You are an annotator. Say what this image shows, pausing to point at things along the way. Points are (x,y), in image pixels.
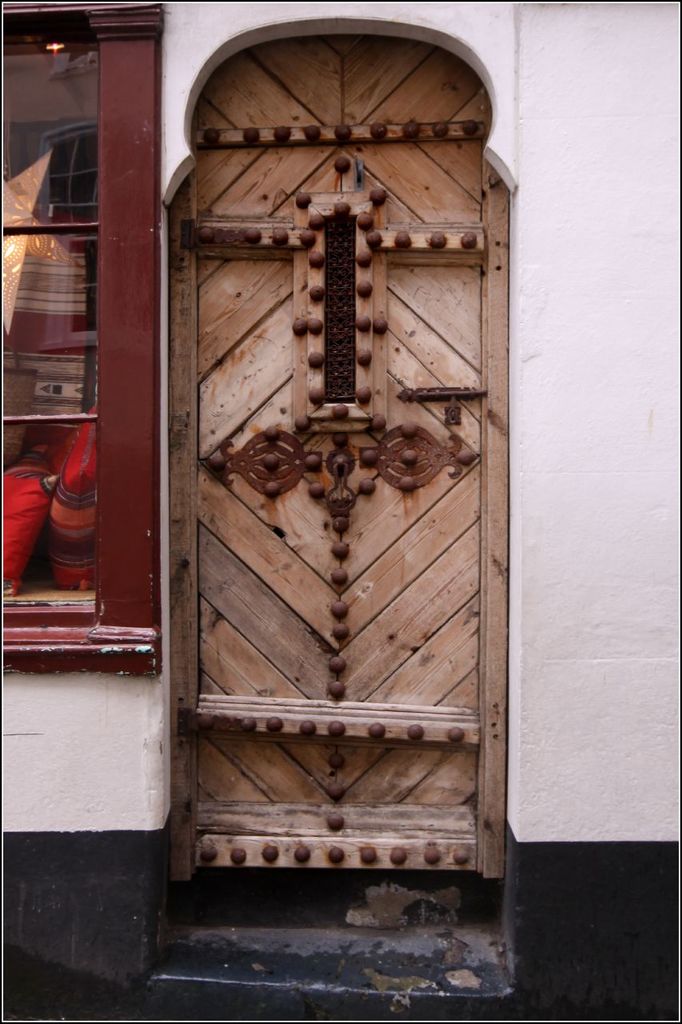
In this picture I can see a wooden door (372,549). On the left (45,292) there is a glass window (77,358).
